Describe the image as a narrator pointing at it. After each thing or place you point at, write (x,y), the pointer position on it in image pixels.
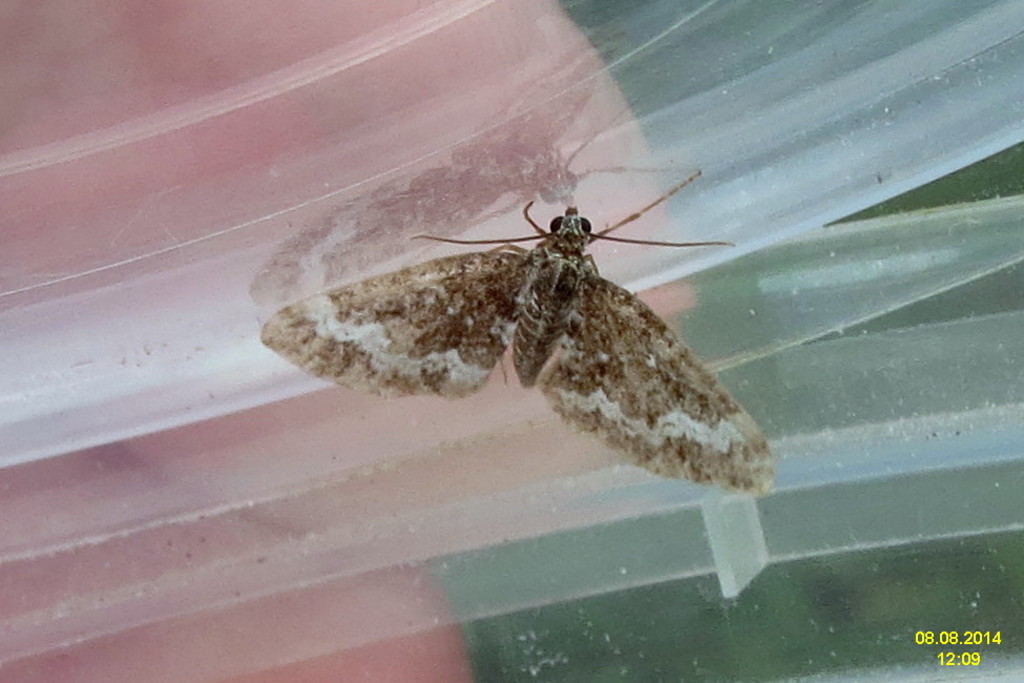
In this image we can see an insect (526,321) on the object (711,318).
